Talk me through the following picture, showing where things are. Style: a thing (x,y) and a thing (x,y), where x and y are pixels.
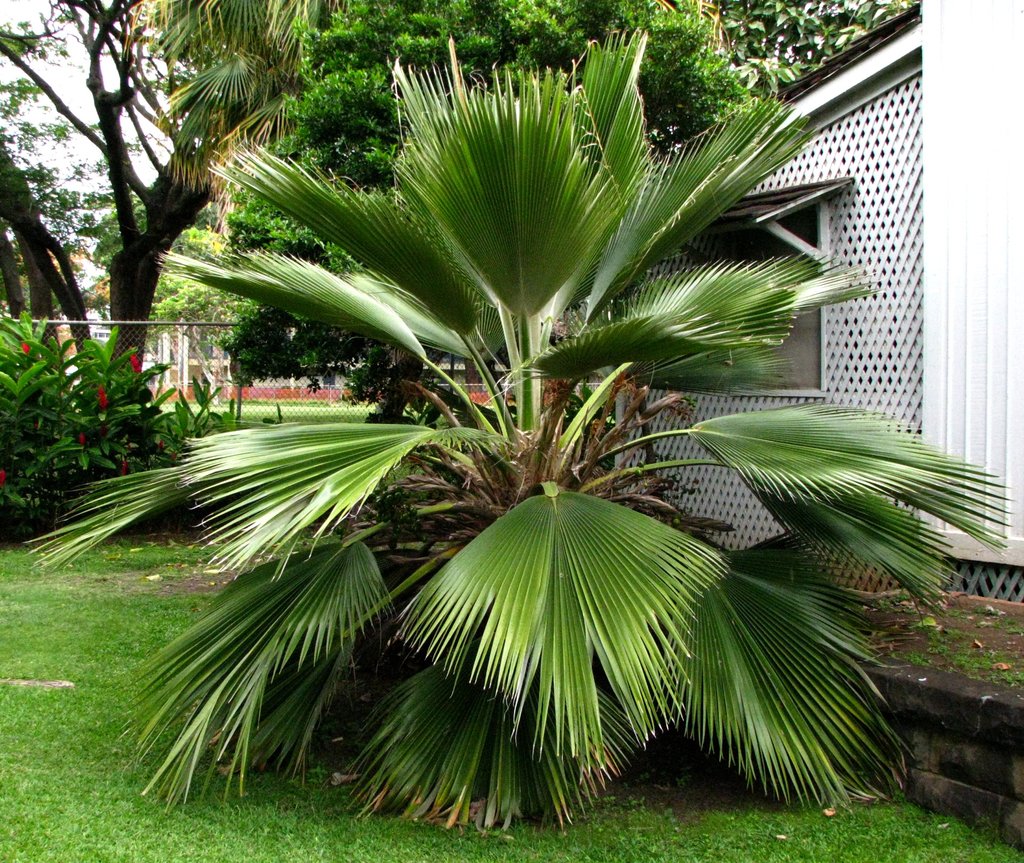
In this image I can see few trees (352,319), net fencing (189,357), building (897,292), window (810,373) and the green grass (112,808). The sky (82,82) is in white color.
